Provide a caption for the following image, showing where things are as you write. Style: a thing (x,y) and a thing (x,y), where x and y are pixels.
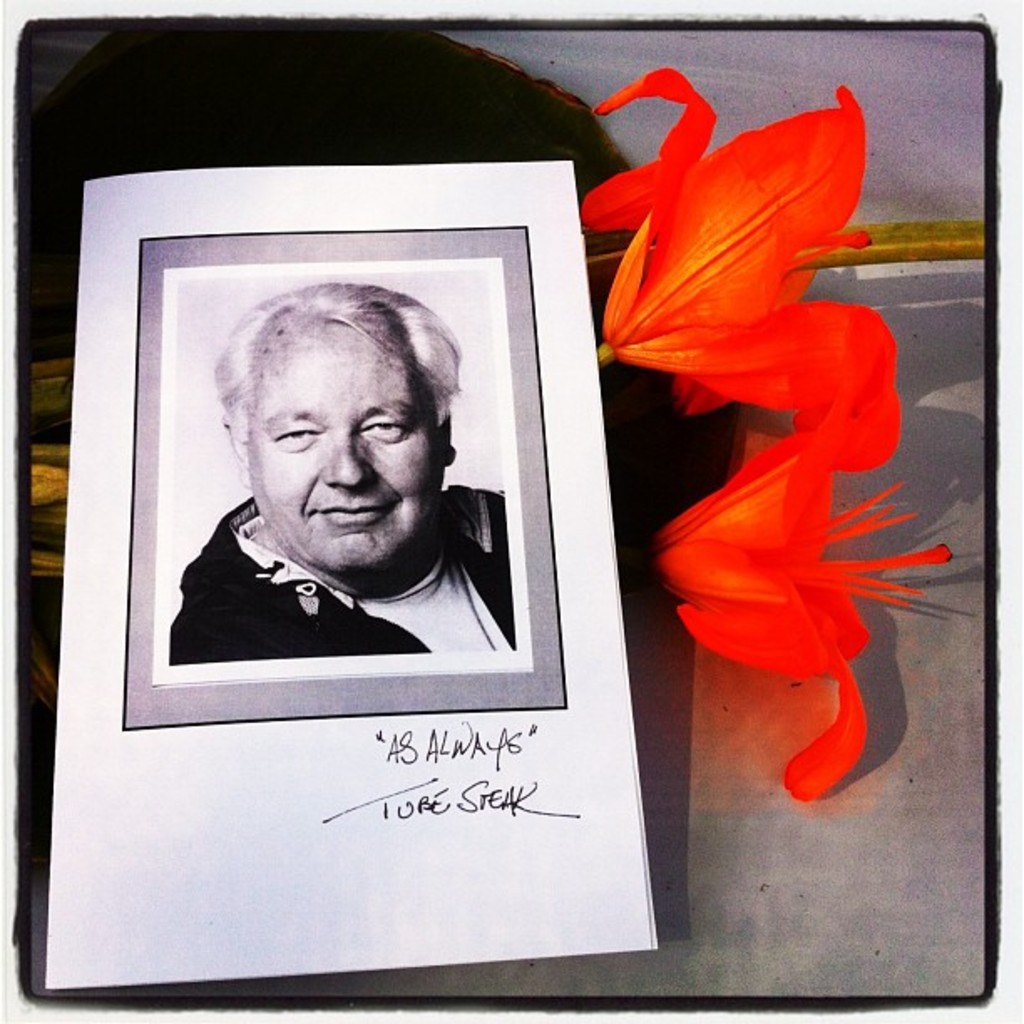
In this picture we can see a paper (483,542) and few flowers (688,363), in the paper (443,711) we can find a man (368,560).
